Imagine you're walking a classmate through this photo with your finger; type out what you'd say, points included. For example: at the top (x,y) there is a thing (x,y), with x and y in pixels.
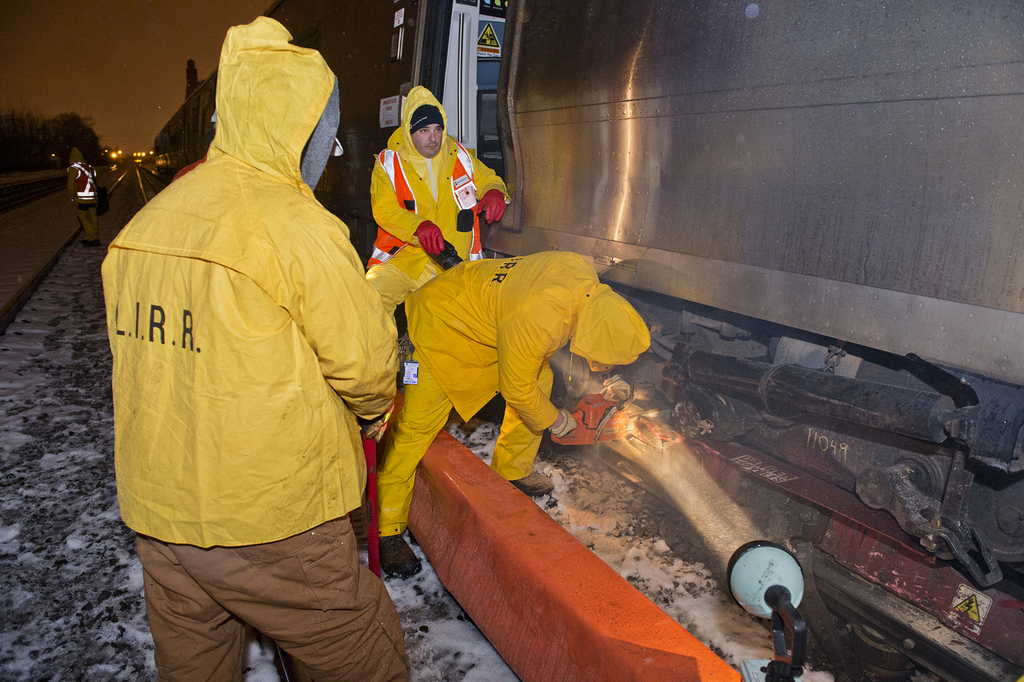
In the image I can see three people (318,403) who are wearing jackets (285,306) and doing something with the thing (546,542) which is on the ground (591,510) on which there is snow (103,239) and behind there is an other person (90,195).
